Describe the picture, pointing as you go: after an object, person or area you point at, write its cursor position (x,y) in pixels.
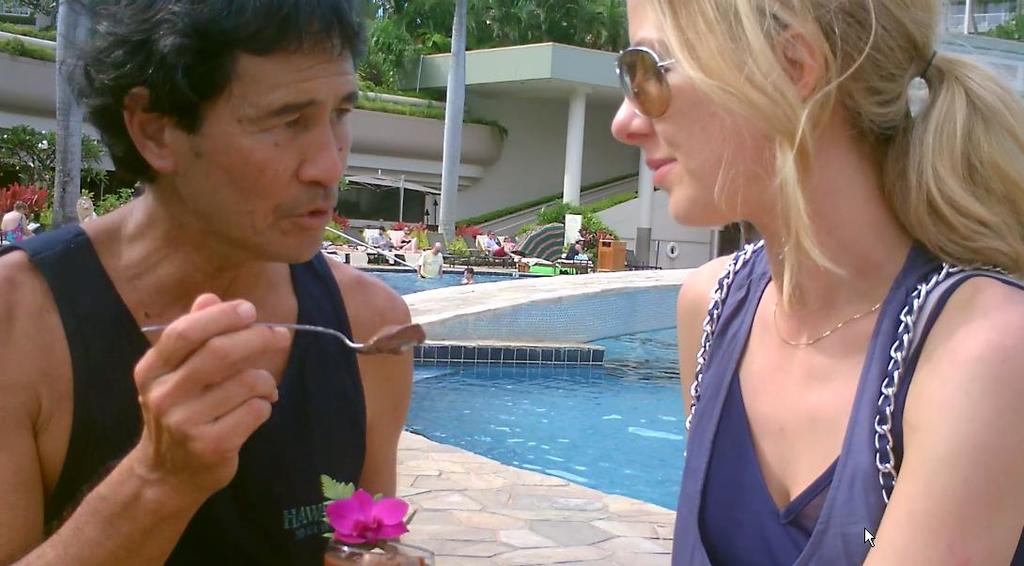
In this image, on the right side (821,313), we can see a woman (873,433) wearing a blue color dress (806,528). On the left side (165,436), we can also see a man (160,444) holding a spoon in his hand (176,459). On the left side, we can also see a glass (402,552) with some drink (402,552). In the background (417,274), we can see two people (431,274) are in the swimming pool (433,287), group of people (384,240), trees (67,196), building (477,219), pillars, at the bottom (618,407), we can see water (604,426) in a pool (584,419).
